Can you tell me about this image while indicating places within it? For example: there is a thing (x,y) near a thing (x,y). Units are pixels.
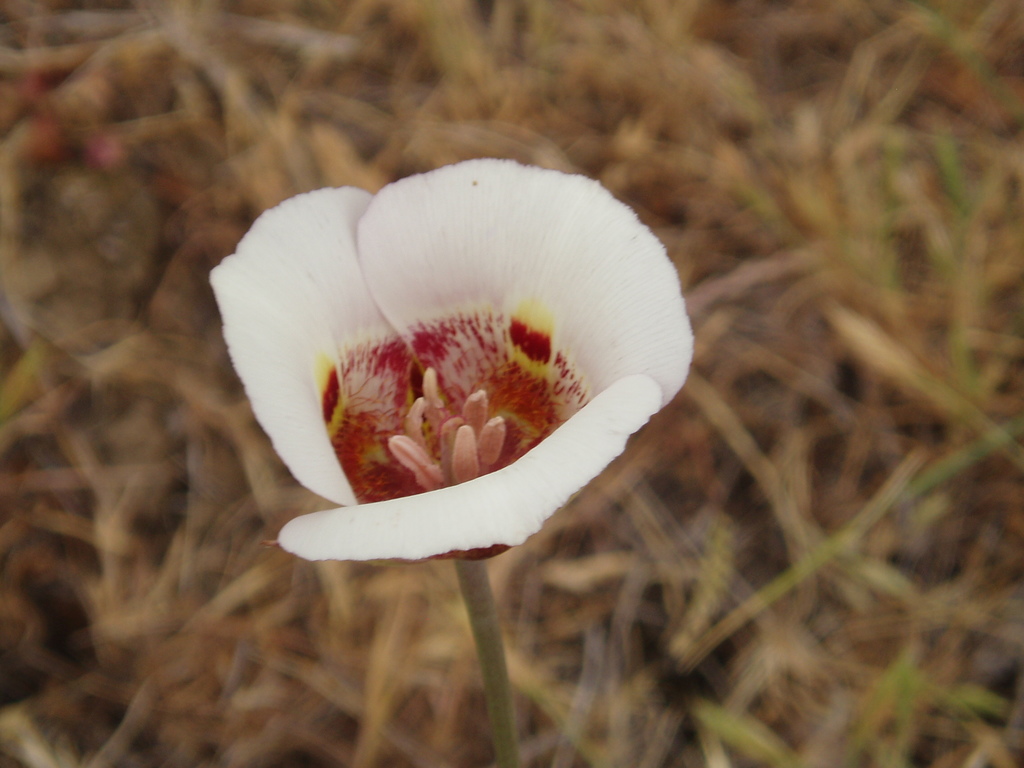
In the foreground of the picture (425,394) there is a flower (480,387). The background (69,613) is blurred.
